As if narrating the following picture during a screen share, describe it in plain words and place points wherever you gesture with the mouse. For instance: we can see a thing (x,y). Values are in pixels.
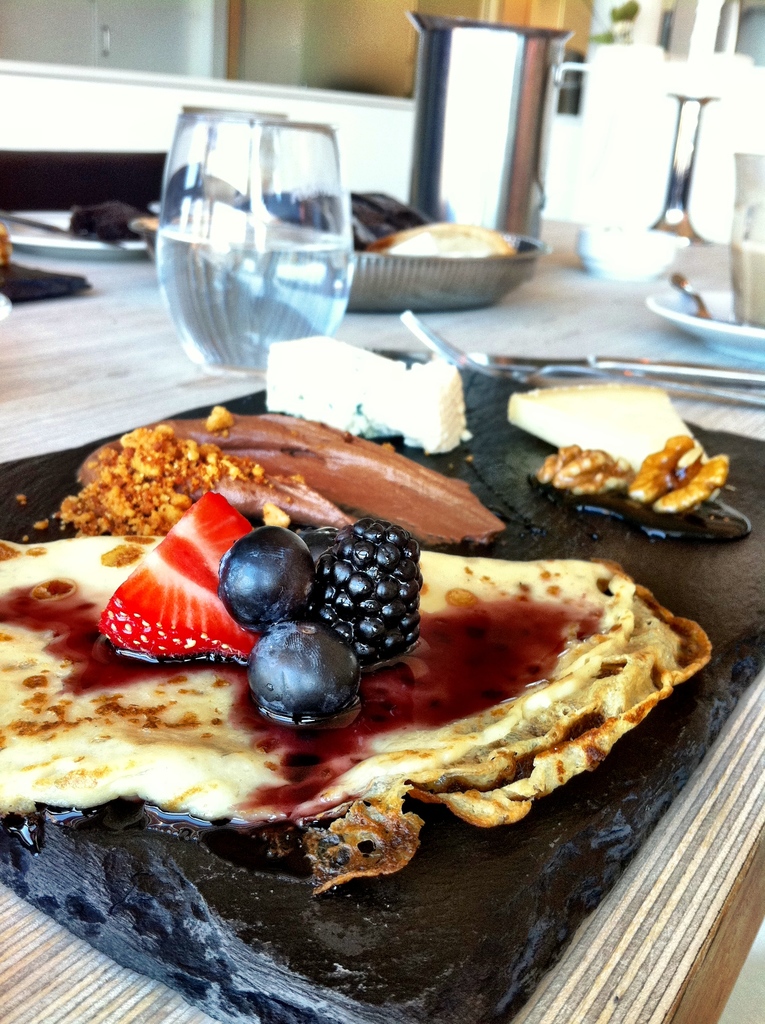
This looks like a wooden table (152,362). I can see a glass (250,325), bowl (447,230), plates (593,544), jar (493,225) and few other objects (503,247) are placed on the table (245,393). This plate (509,864) contains food items (534,645) on it.
